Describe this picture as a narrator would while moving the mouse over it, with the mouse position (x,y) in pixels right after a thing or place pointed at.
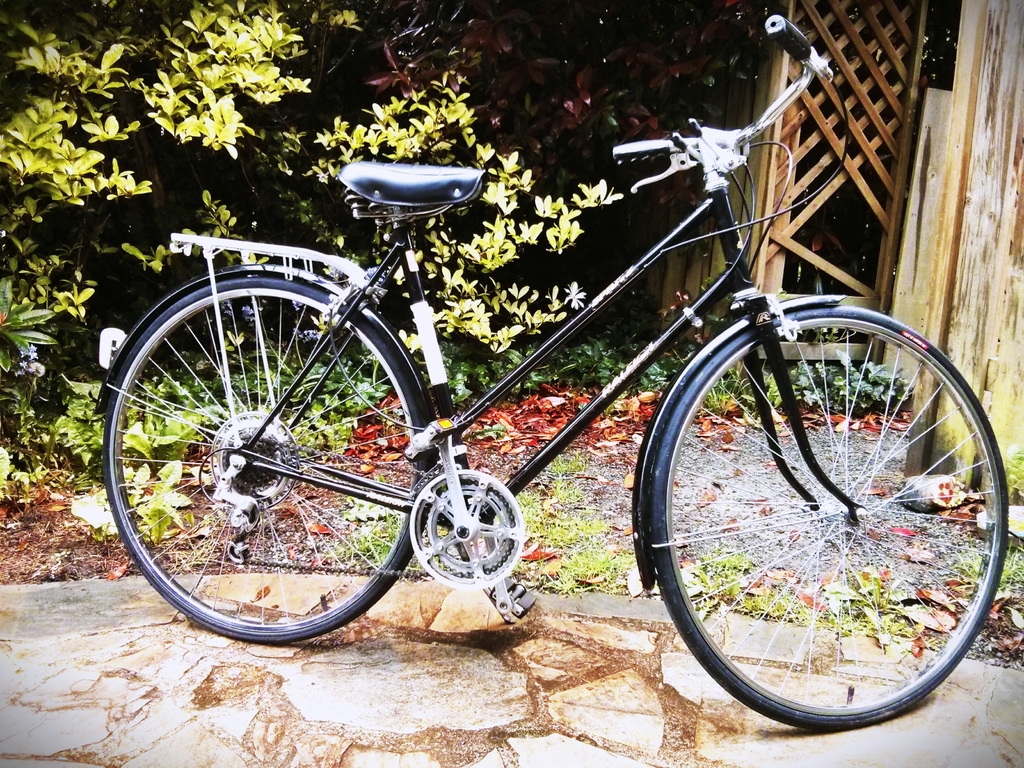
This picture is clicked outside. In the center (390,491) there is a black color bicycle (720,660) parked on the ground (441,603). In the background (959,113) we can see the wooden planks (981,99), dry leaves (527,417) and the plants (326,180).
